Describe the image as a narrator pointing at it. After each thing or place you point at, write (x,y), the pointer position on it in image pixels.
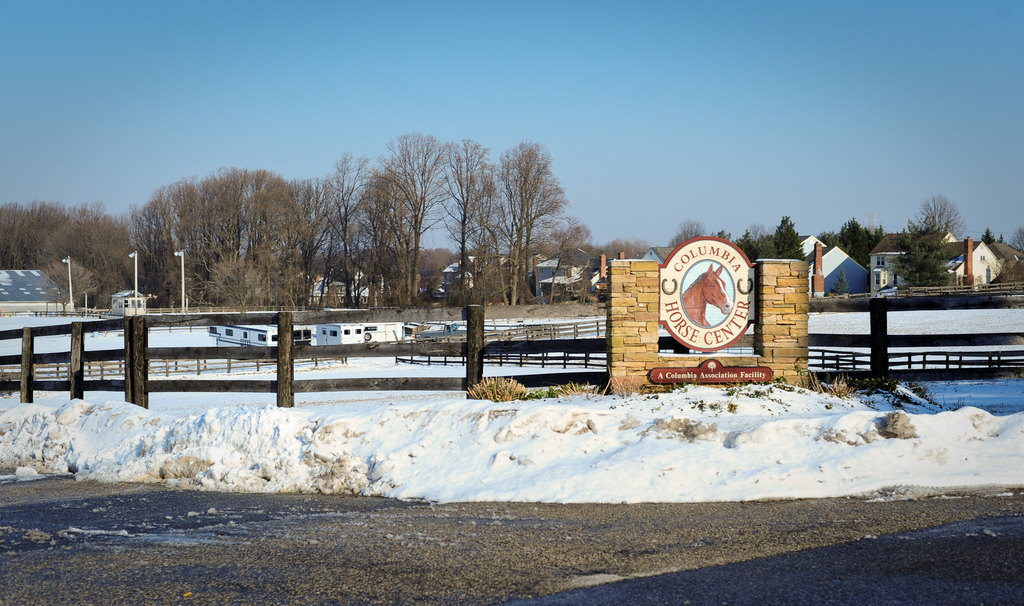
In this image I can see a wall (616,313) which is in cream color and I can see a horse face (714,277) which is in brown color, background (171,254) I can see few light poles (182,268), dried trees (387,273), snow (494,443) in white color and I can also see few trees (917,270) in green color and the sky (380,47) is in blue color.
